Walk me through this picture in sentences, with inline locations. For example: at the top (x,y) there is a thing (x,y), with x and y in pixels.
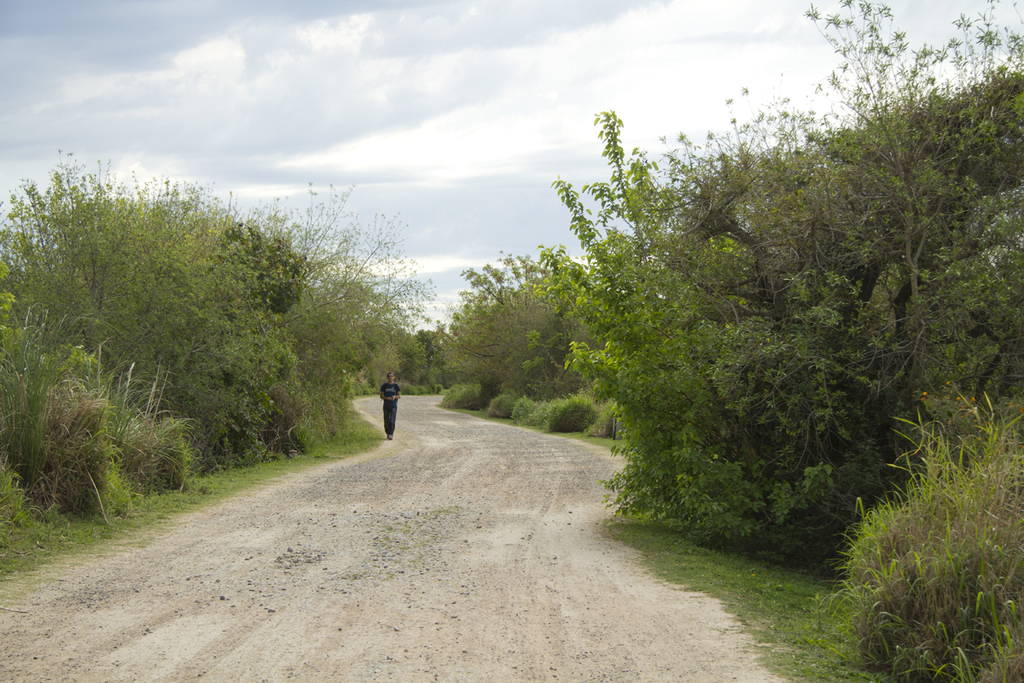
In this image we can see there is a person (390,391) walking on the path (352,506). On the left (307,309) and right side of the image (824,339) there are trees (494,317). In the background (349,88) there is the sky (489,125).
